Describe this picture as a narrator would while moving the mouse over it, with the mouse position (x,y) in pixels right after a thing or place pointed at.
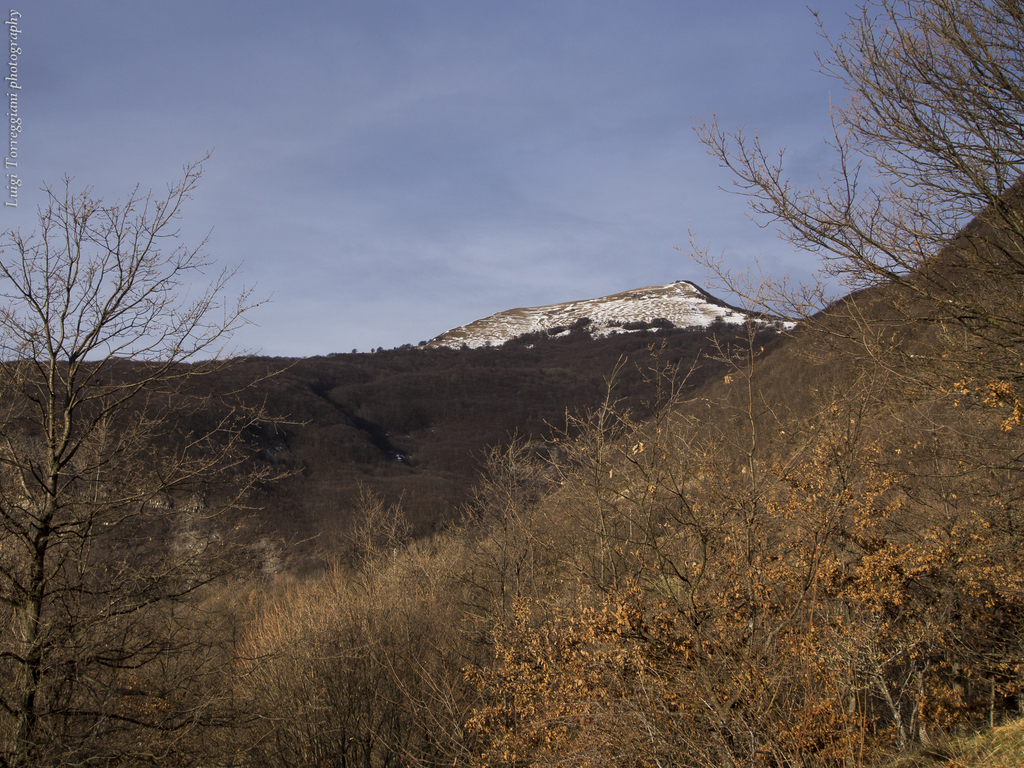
At the bottom of this image (595,620), there are trees (762,471) on a hill (961,292). In the background (756,410), there are mountains (774,336) and there are clouds (500,264) in the blue sky (250,144).
